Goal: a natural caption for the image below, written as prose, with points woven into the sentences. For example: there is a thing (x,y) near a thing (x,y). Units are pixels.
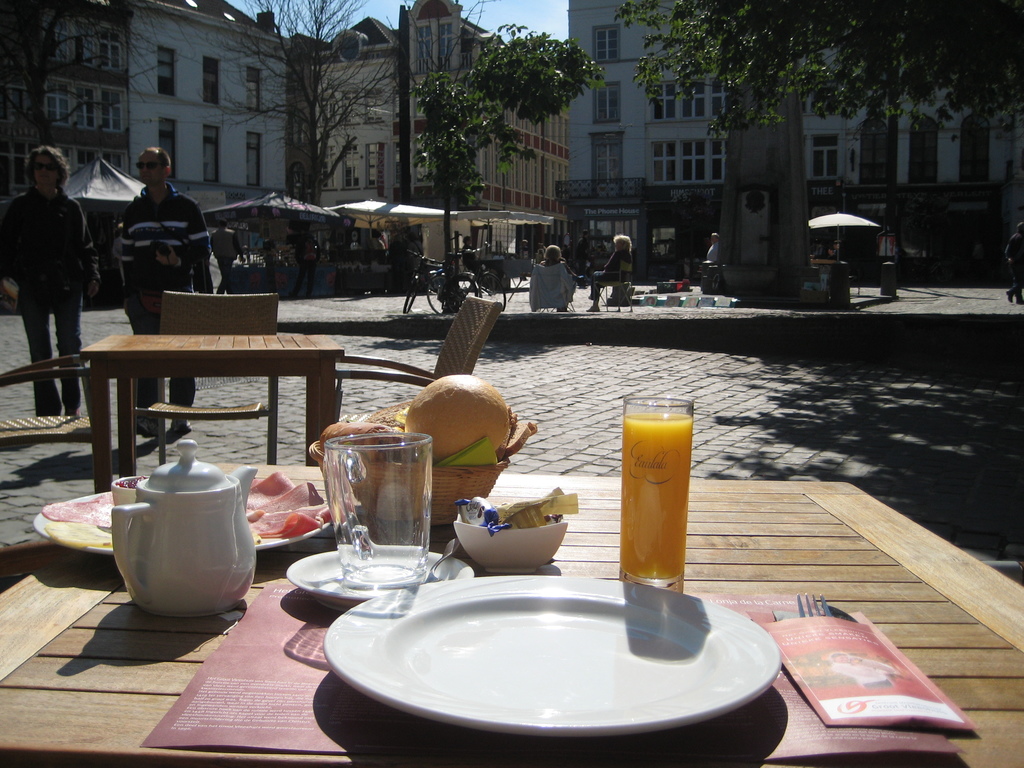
In this picture we can see plates (462,563), glasses (387,532), bowl (488,556), jug (229,581) and papers (281,711) on the table (781,590), in the background (57,241) we can see few people (64,247) are standing and few (599,276) are seated on the chair (543,275) and also we can see a bicycle (425,278), couple of tents (343,214), buildings (412,142) and trees (482,70).
